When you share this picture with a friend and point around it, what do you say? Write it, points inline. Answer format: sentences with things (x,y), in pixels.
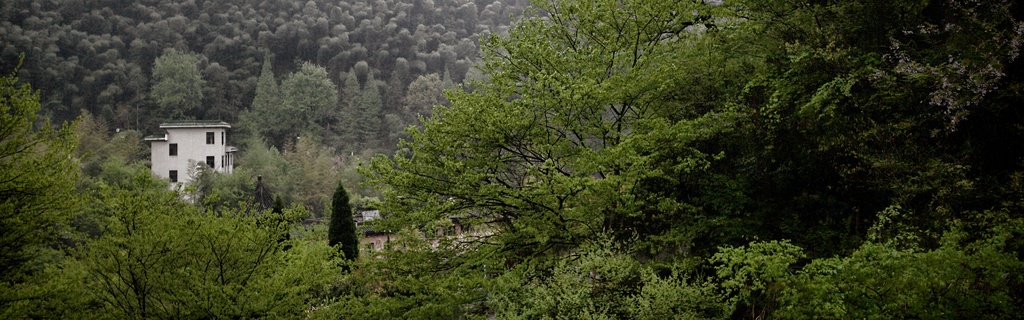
In the foreground of the image (673,227) there are trees (497,196). To the left side of the image (221,145) there is a building (167,172). In the background of the image (195,31) there are trees (98,66).
